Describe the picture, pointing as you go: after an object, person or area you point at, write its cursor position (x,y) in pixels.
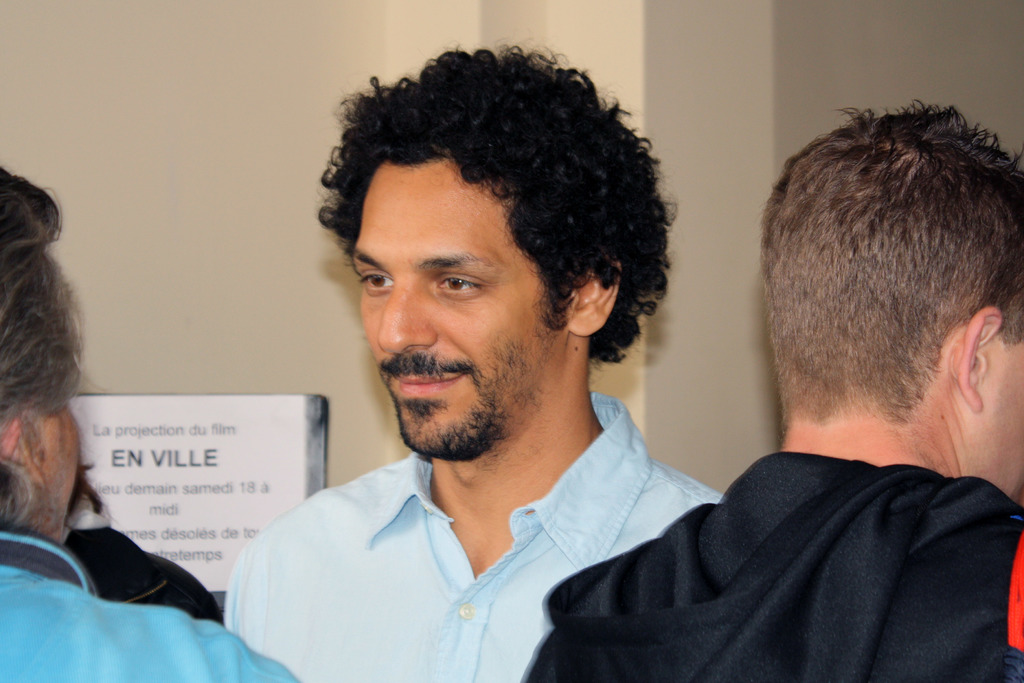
In this picture there are people (94,580) and we can see a board (251,403). In the background of the image (732,185) we can see wall (677,329).
